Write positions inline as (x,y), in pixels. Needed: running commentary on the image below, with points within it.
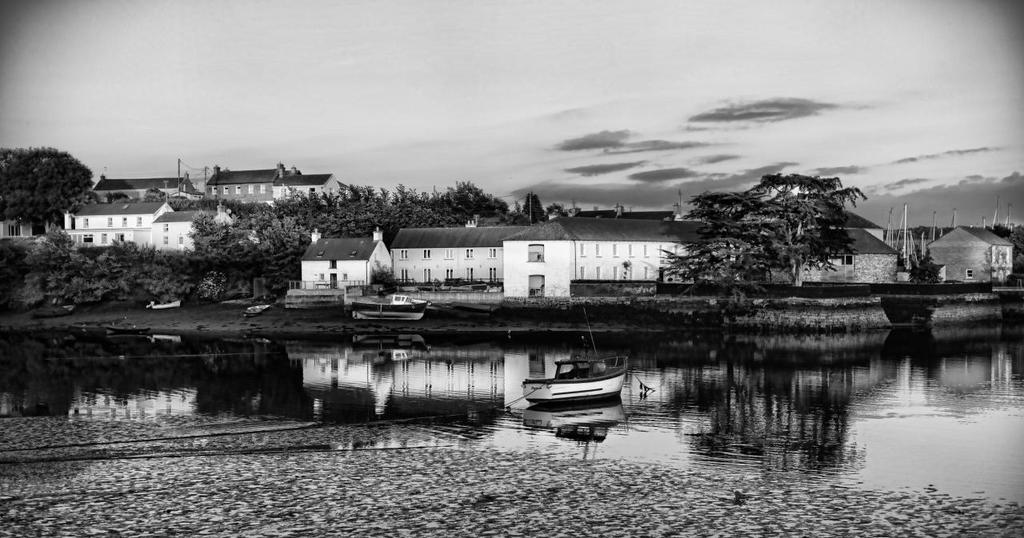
In this image we can see black and white picture of a group of buildings (557,262) with windows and roofs (315,255), poles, group of trees (790,251). In the foreground (582,377) we can see boats (541,403) in the water (489,386). In the background (939,197), we can see the cloudy sky (493,64).
